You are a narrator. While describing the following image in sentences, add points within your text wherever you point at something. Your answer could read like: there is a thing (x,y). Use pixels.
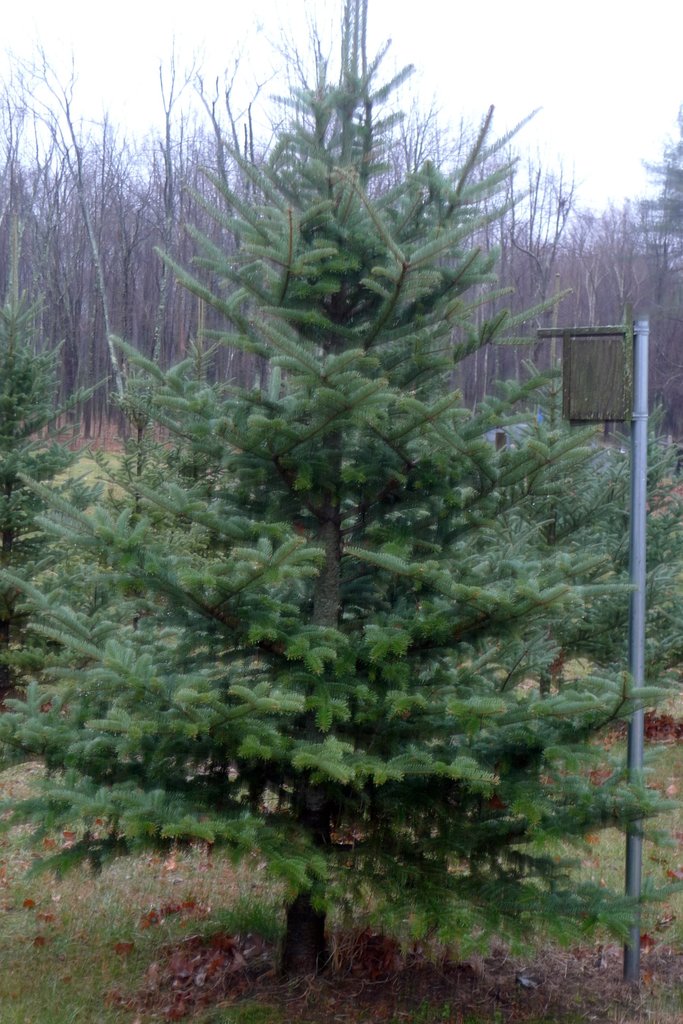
In this image we can see a group of trees (230,588), grass (137,950), a pole (633,965) and the sky (504,121).
